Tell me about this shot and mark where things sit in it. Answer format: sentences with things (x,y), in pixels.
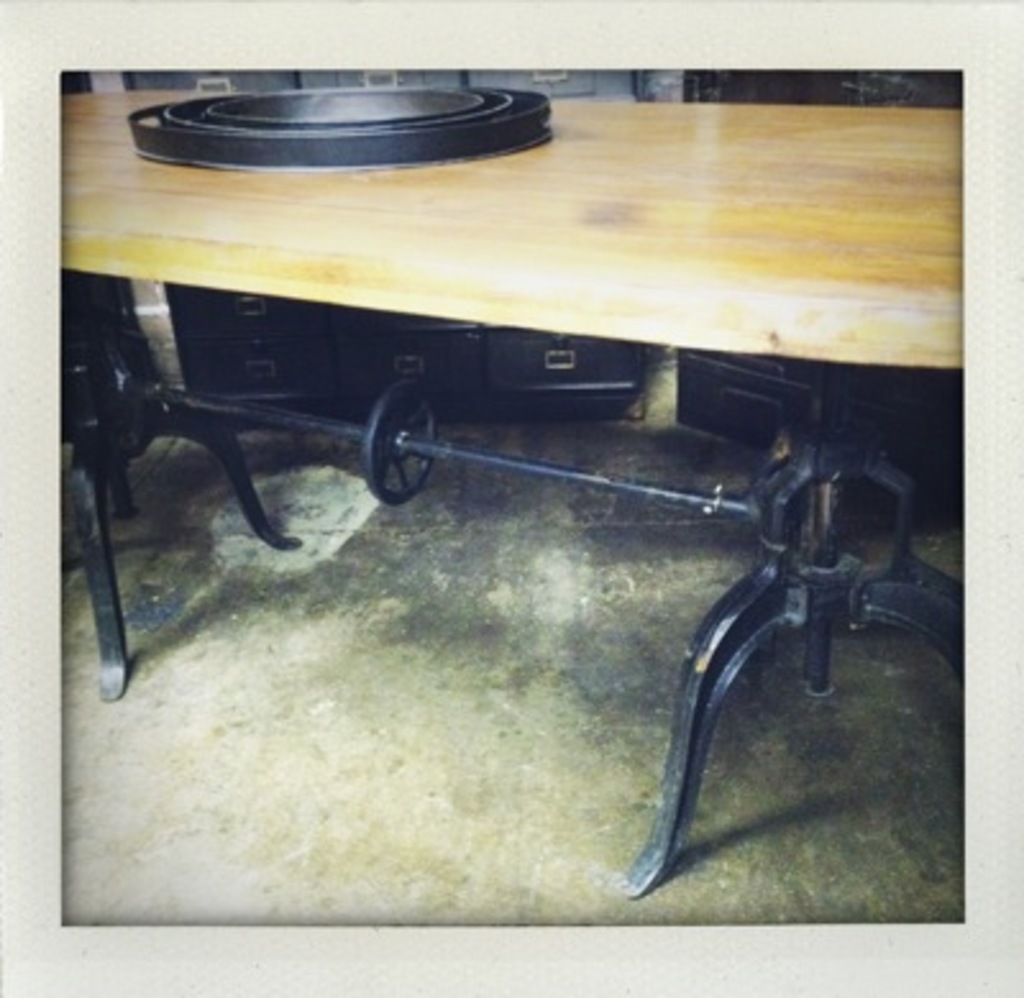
In this picture we can see black object (310,155) on the table (810,500) and floor (341,768). In the background of the image (677,94) we can see objects (690,393).
